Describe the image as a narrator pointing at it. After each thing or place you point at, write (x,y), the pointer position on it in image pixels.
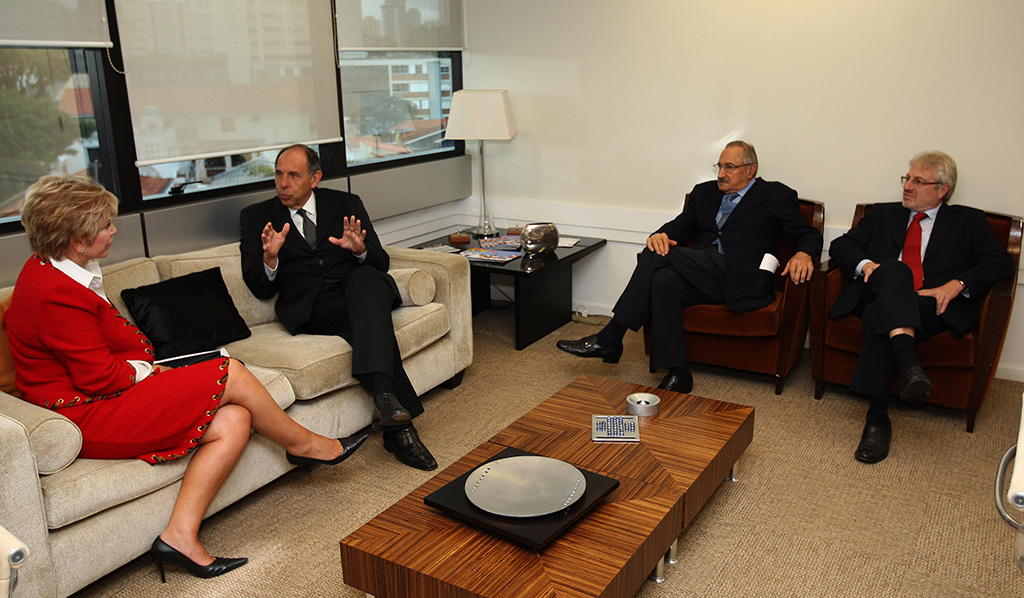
This picture is taken in the room (987,400), In the middle (672,396) there is a table (557,564) which is in brown color on that table (687,428) there is a black color object (461,504), In the left side (149,485) there is a sofa (63,474) in white color and there are two persons (204,489) sitting on the sofa (62,492), In the right side (699,337) there are some chairs (713,335) in brown color and there are some people (868,362) sitting on the chairs (790,361), In the background (690,82) there is a white color wall (786,96) and in the left side (175,66) there is a glass window (82,100).
